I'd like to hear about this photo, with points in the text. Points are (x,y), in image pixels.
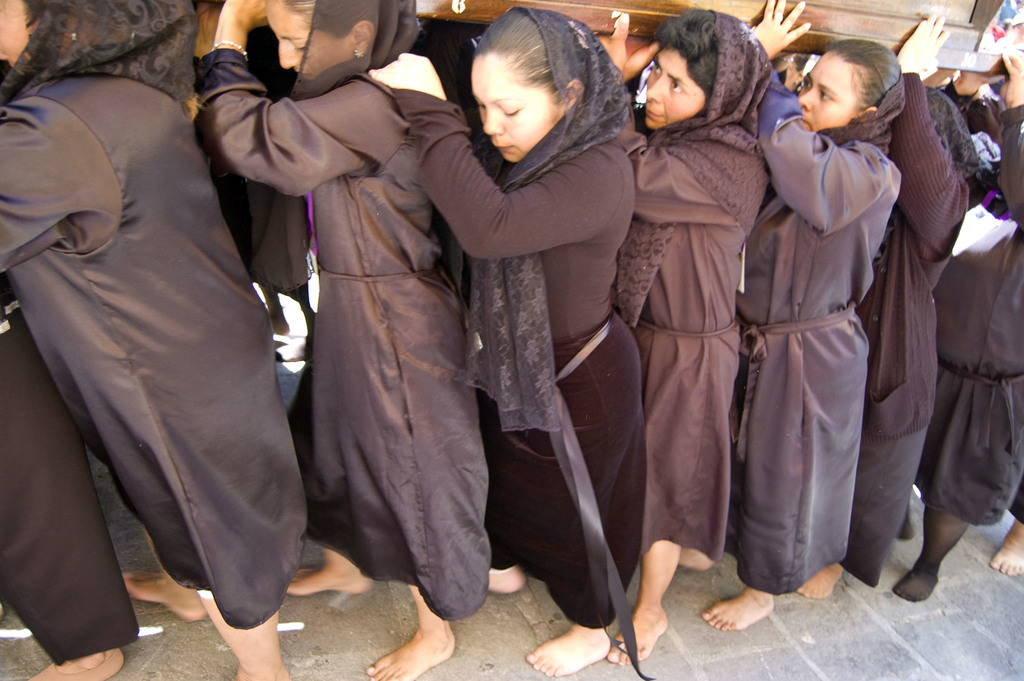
In this image there are few women (495,346) holding wooden box (506,1) and wearing black color dress (378,301).
